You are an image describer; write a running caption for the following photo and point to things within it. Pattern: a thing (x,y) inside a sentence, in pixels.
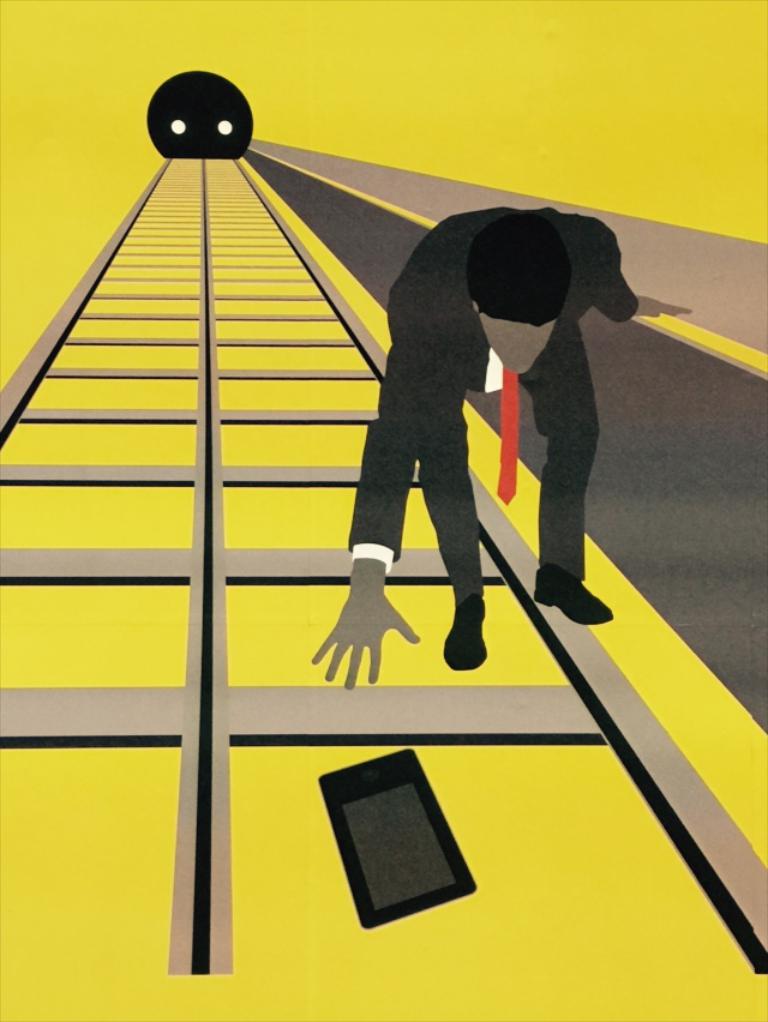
This is an animated image in which there is a person (504,358) standing and there is an object (414,859) which is black in colour and there are boxes (127,311).
